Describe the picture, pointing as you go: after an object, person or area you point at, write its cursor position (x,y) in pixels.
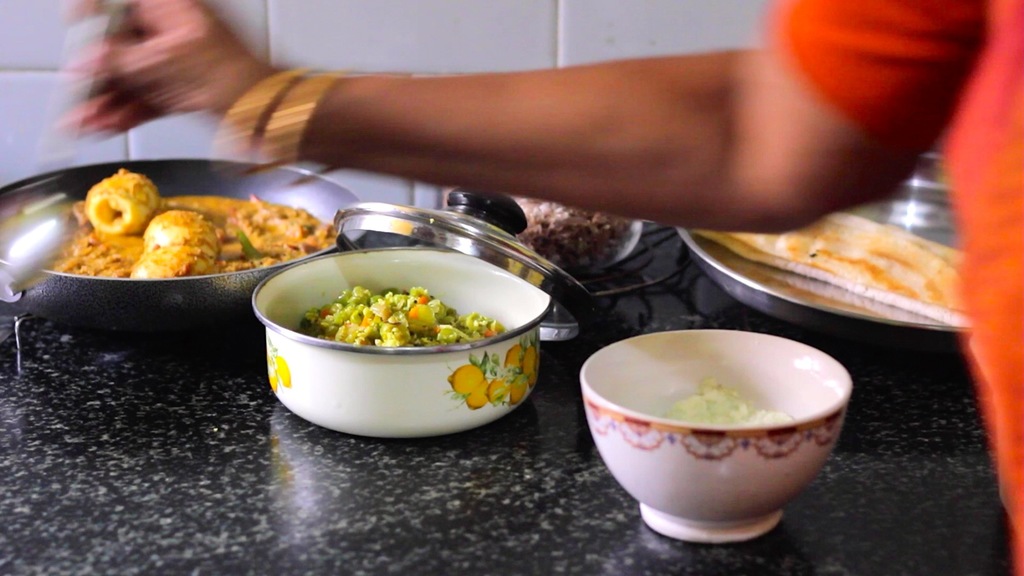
In this image there are food items (859,289) on the table (437,490). In front of the table (888,430) there is a person (654,203).
